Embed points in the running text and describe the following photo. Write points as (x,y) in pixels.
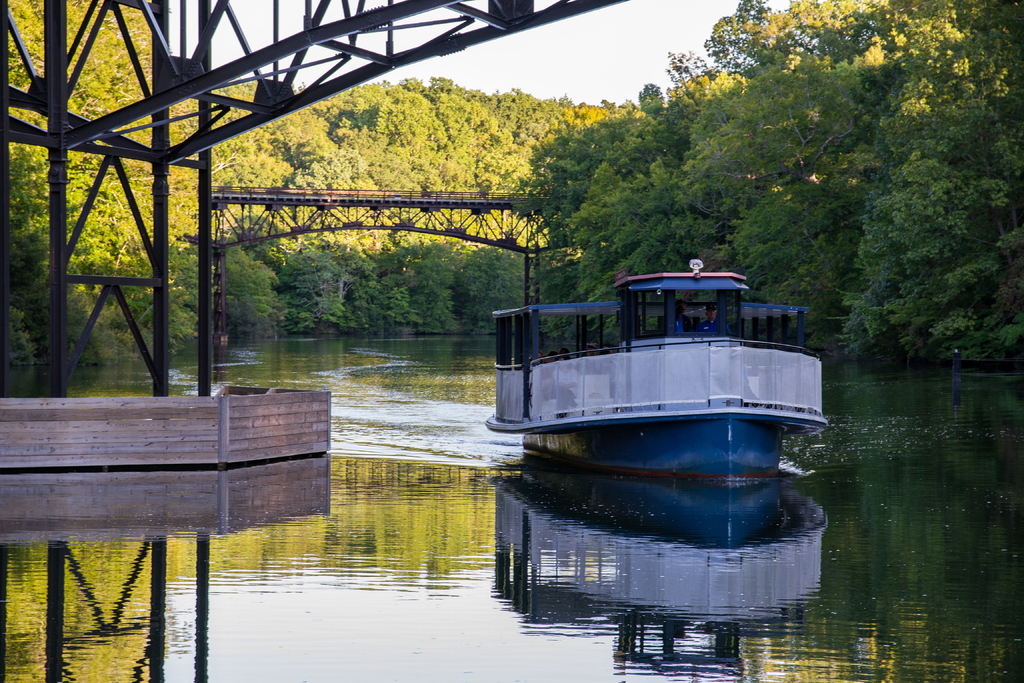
In the picture we can see water (630,666) in it, we can see a boat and two people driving it and beside it, we can see some iron rod construction (141,145) and behind the boat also we can see an iron rod construction (302,194) and in the background (577,219) we can see full of trees (641,154) and top of it we can see a sky (458,70).
